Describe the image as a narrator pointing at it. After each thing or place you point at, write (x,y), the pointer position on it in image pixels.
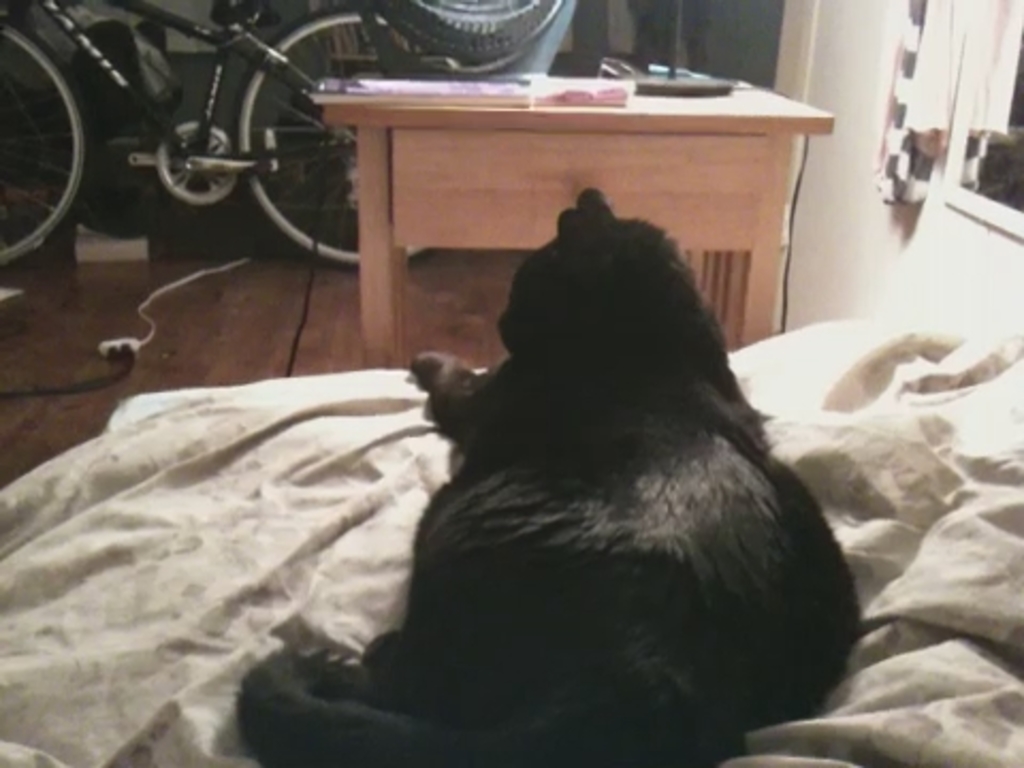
On this bed (326,529) a black cat (588,528) is laying. In-front of this bicycle (205,137) there is a table (566,165), on this table (555,119) there is a book (514,98). A picture (974,143) and cloth (903,99) is on wall (853,86).
